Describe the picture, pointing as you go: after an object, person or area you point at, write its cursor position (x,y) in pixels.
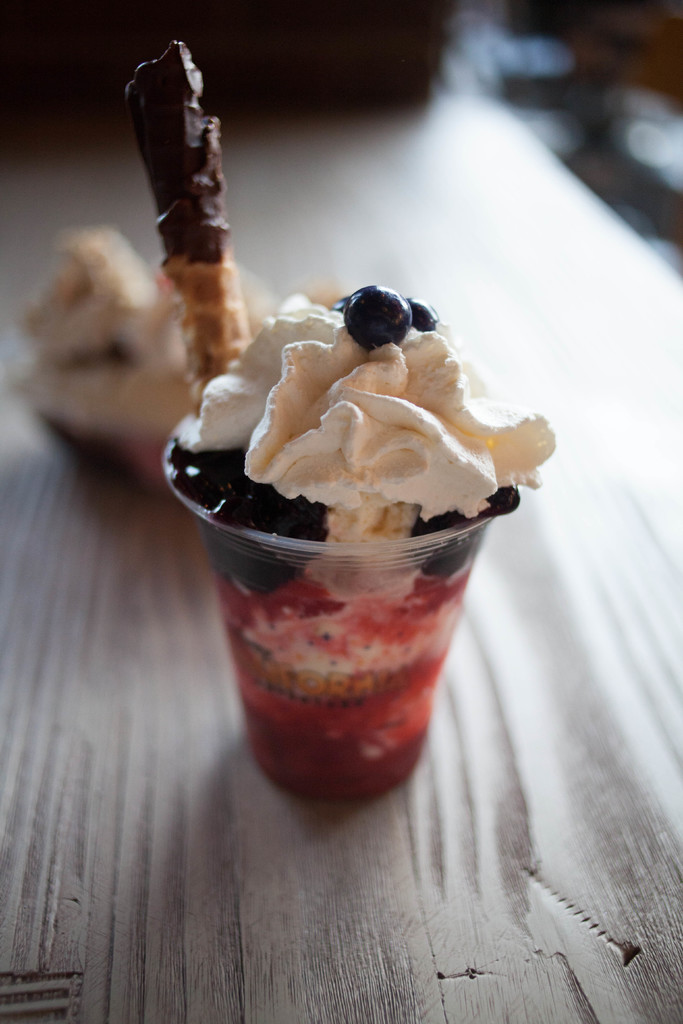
In the center of the image (398,368) there is ice cream (242,480) on the surface (302,813).
